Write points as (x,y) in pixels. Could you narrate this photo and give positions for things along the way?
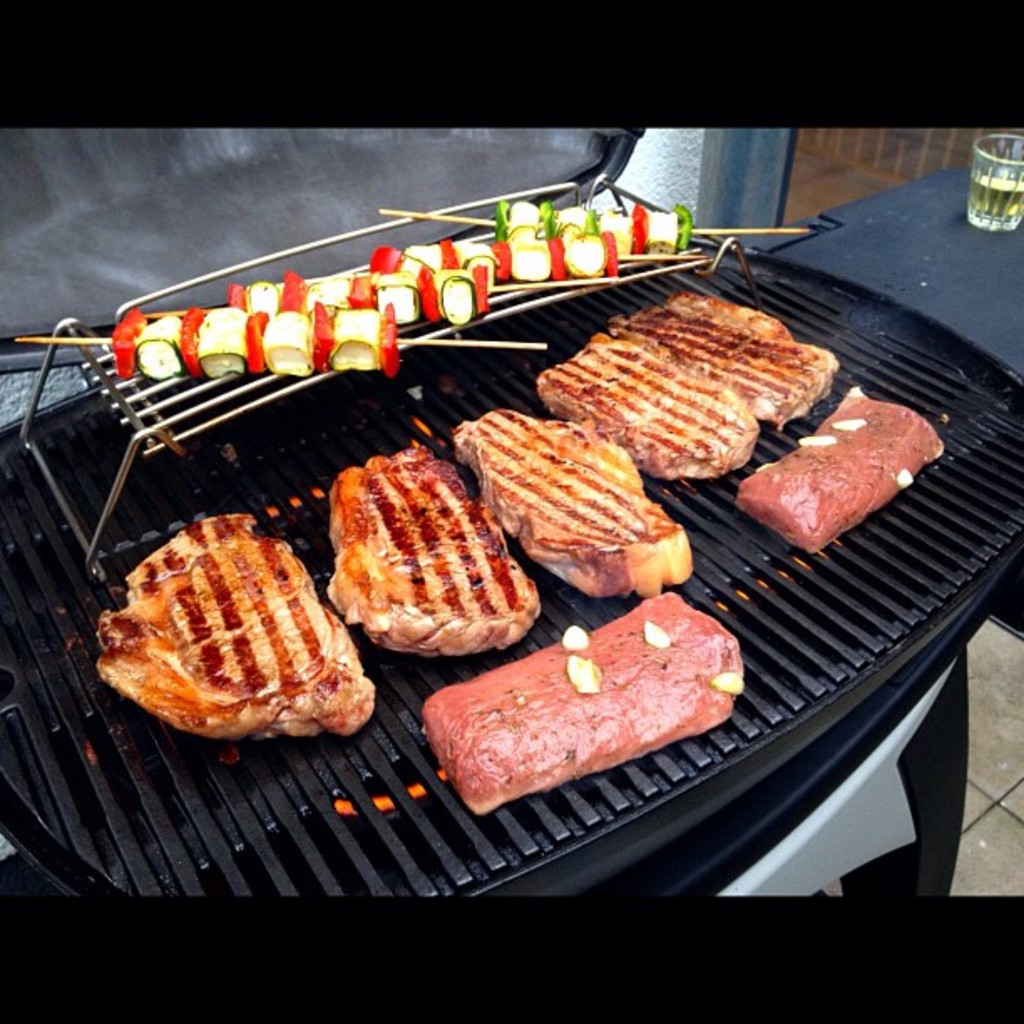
In this picture we can observe black color grill (256,815) on which some pieces of food (404,563) were placed. In the right side (990,200) there is a glass (975,180) on the desk (946,261).
